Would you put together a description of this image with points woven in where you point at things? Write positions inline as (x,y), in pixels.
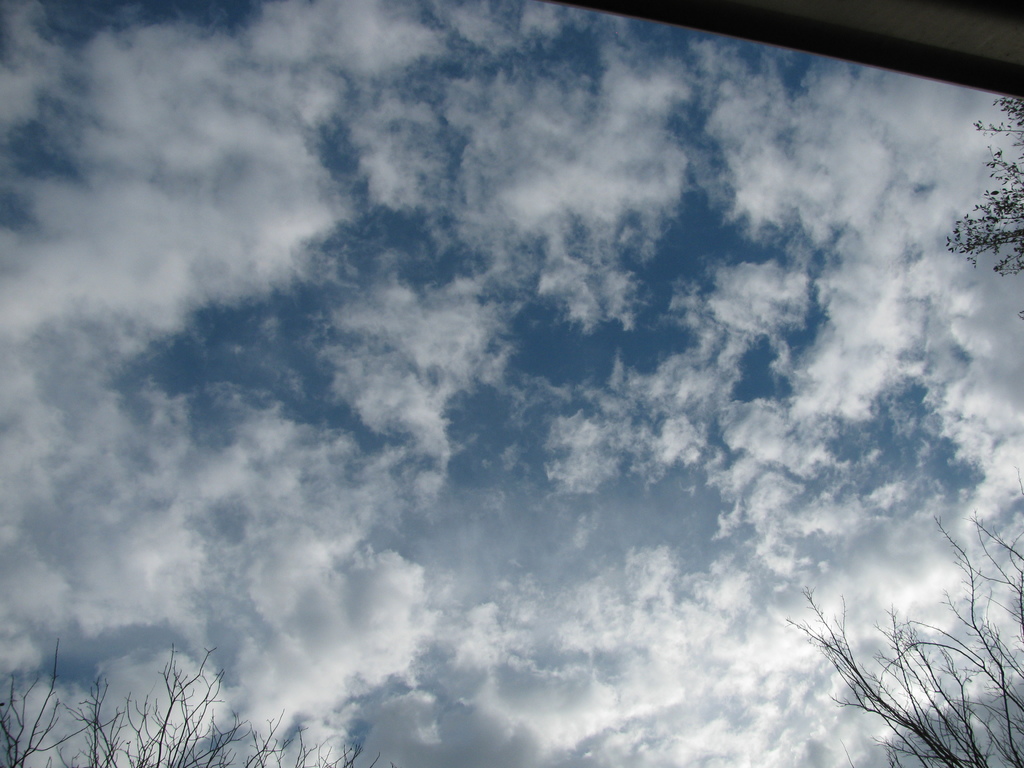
These are the clouds (556,139) in the sky (550,397). I can see the trees (988,251). At the top of the image (952,71), that looks like a wall (952,33).
